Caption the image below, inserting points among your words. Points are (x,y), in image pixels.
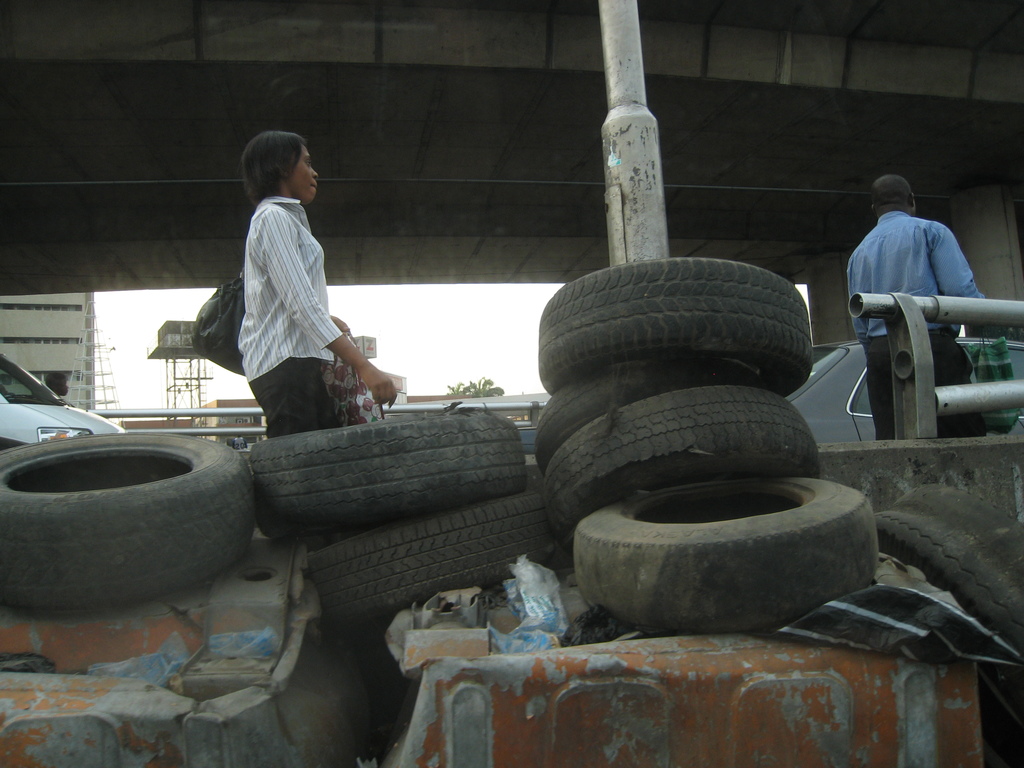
In this image I can see few black colored tires (525,533) on the objects (450,721) which are brown and grey in color. In the background (316,300) I can see few persons (291,343), few vehicles (850,423), a metal pole (637,31), a bridge (387,172), few buildings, few trees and the sky (404,341).
